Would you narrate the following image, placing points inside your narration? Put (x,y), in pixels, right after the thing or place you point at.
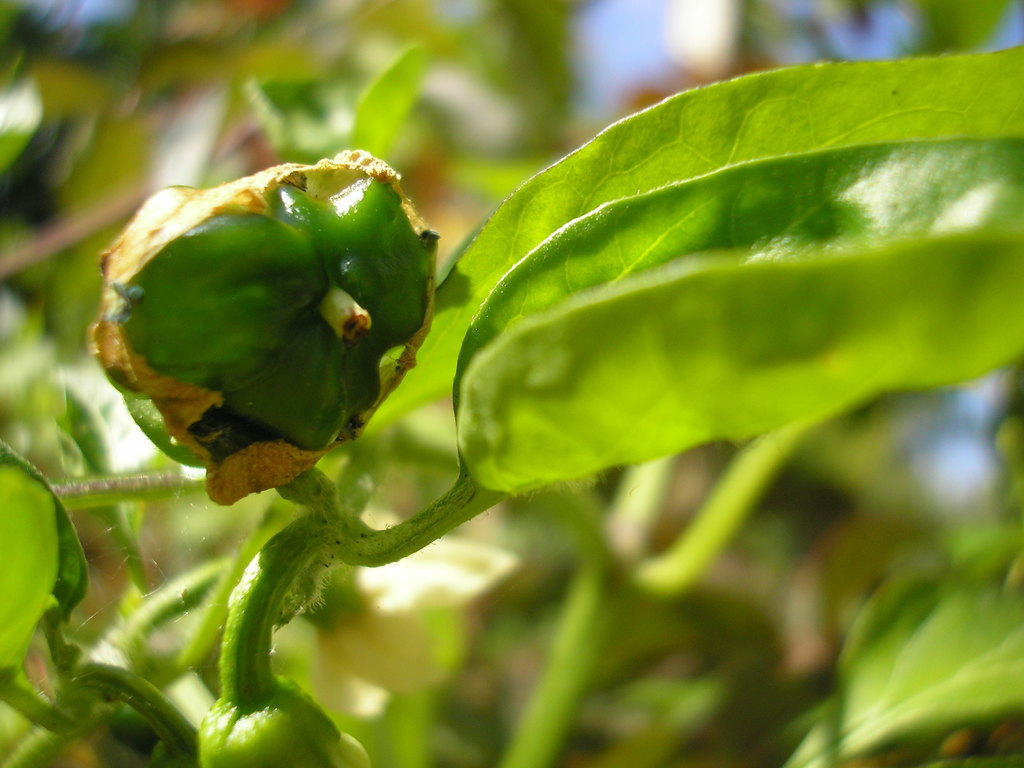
In this image there is a plant (283,572) having fruits (246,394) and leaves (60,602). Background (105,185) there are plants (510,702).
